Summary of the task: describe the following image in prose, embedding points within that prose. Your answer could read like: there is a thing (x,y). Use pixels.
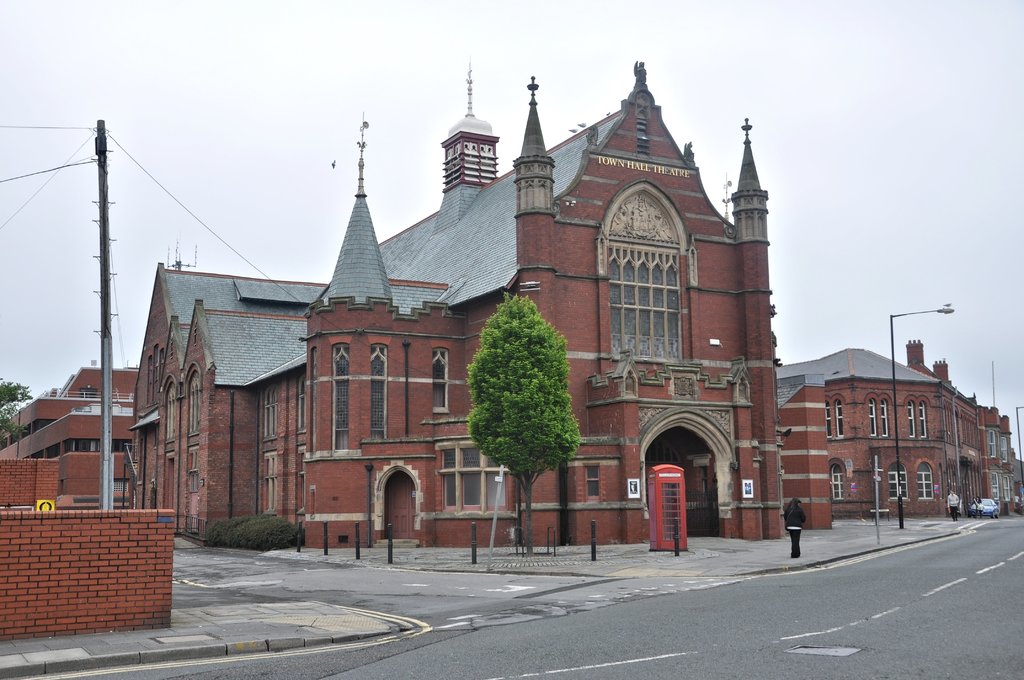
In the image we can see a building (352,370) and these are the windows (346,385) of the building (433,378). There is a phone booth (664,505), light pole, tree (518,424), plant (254,527), brick wall (144,539), electric pole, sky (223,123) and a road (847,599). We can see there are even people (797,514) wearing clothes (955,498), they are walking on the footpath (851,526), there is a vehicle (994,504) on the road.
